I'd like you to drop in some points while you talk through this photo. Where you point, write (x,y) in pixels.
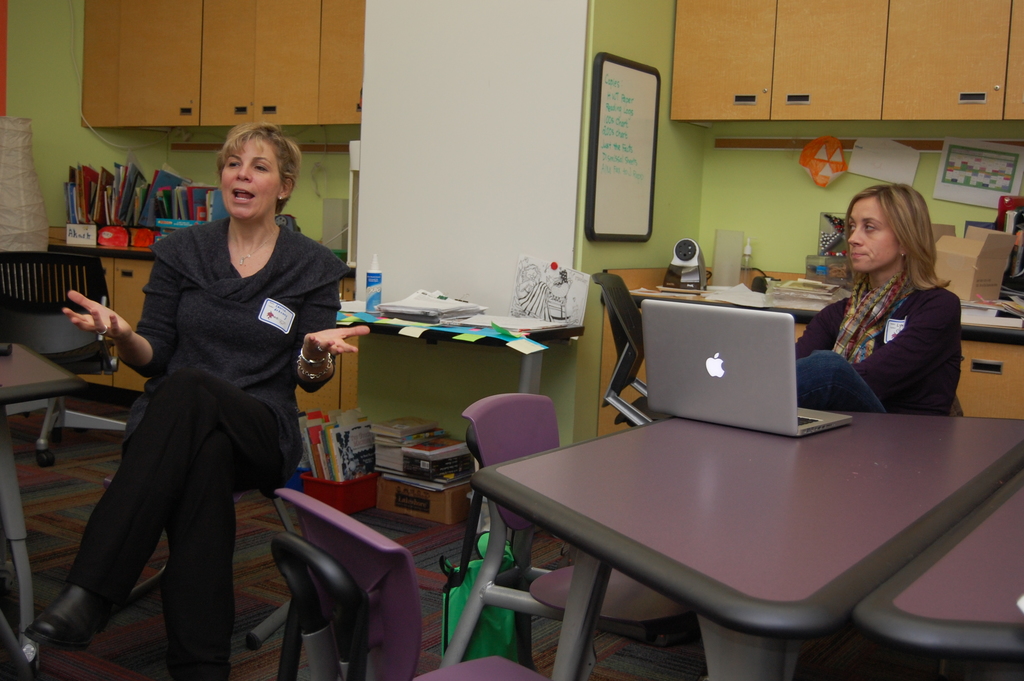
There is a room (495,218). She is sitting in a chair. She is talking. She is wearing id card (265,309). On the right side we have a another person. She is sitting in a chair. There is a table (765,487). There is a laptop (702,395) on a table (702,470). We can see in the background (286,39) there is a cupboard (336,62) and books (117,176).
